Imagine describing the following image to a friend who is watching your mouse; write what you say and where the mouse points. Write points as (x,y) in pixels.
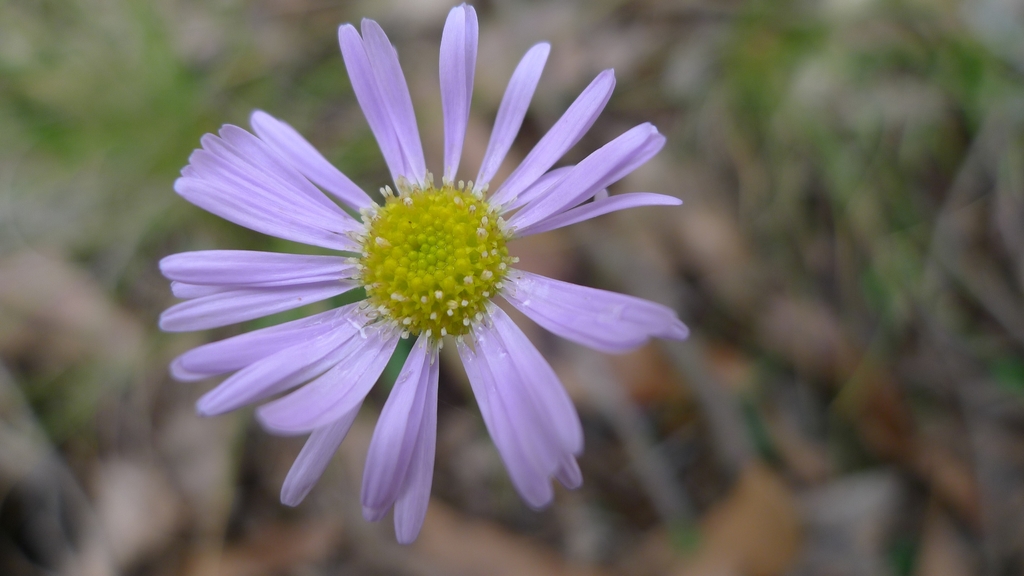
In this image I can see a purple and green color flower (450,249). Background is blurred.
